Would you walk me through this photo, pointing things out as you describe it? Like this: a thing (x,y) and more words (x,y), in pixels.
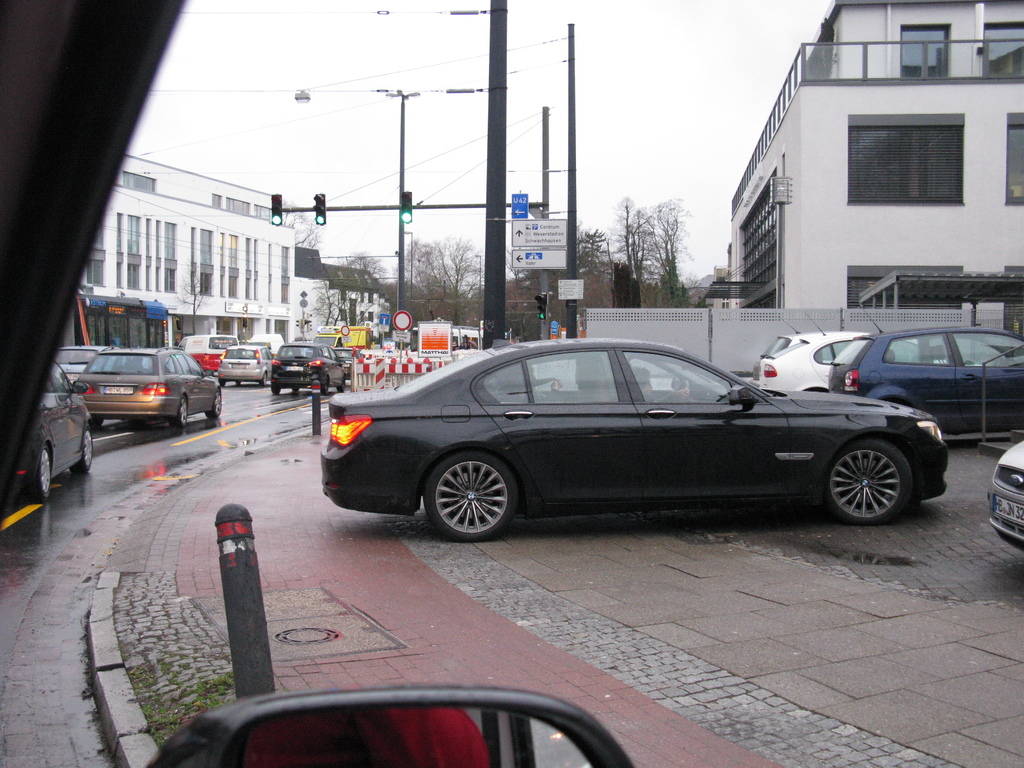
In this image we can see electric poles (497,59), electric cables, traffic poles (367,209), traffic signals (402,221), motor vehicles (277,363) on the road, footpath (442,638), buildings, trees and sky (596,118).
